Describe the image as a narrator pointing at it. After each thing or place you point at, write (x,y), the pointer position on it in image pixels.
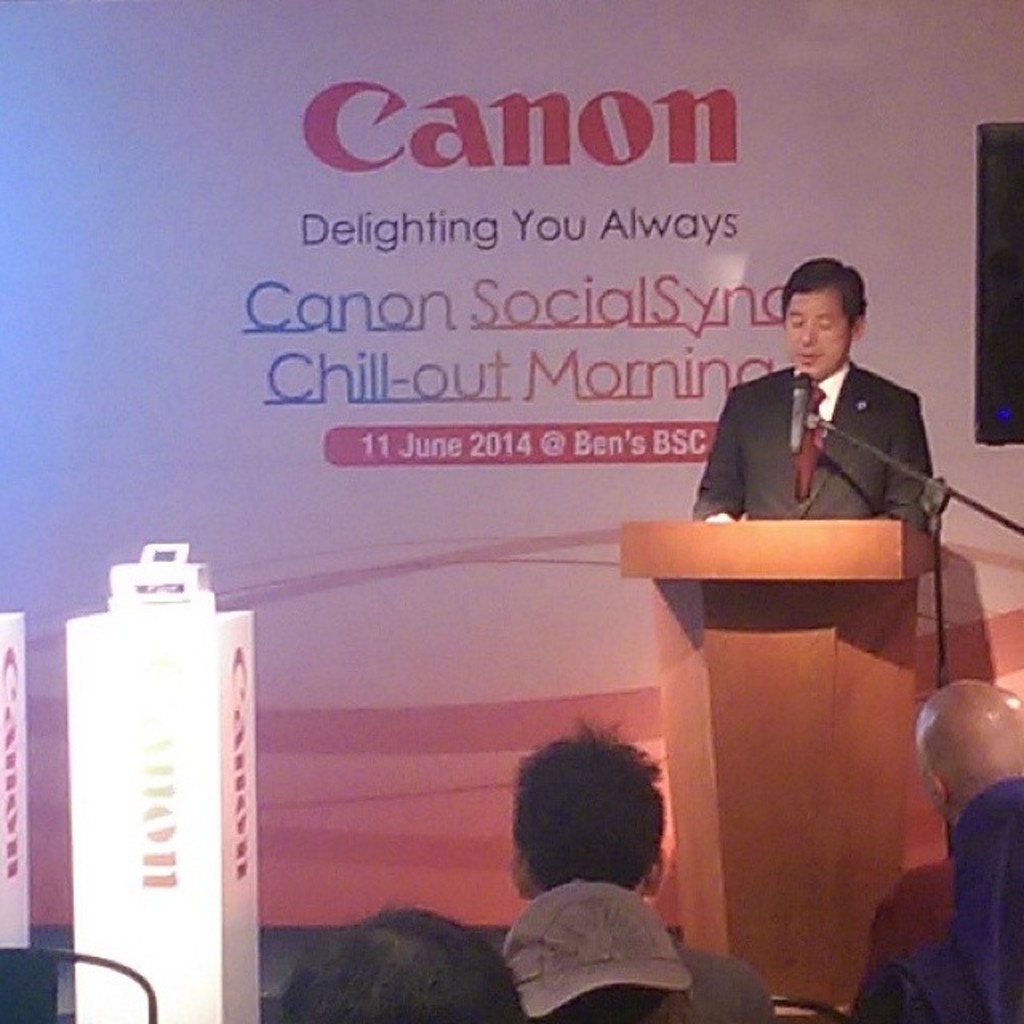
There are some persons (478,1017) present at the bottom of this image (584,971) and there is one person (776,472) standing and wearing black color blazer (766,440) on the right side of this image (775,454), and there is a Mic (792,420) is also present on the right side of this image (935,517), and there is a wall poster (418,223) in the background (381,289).
